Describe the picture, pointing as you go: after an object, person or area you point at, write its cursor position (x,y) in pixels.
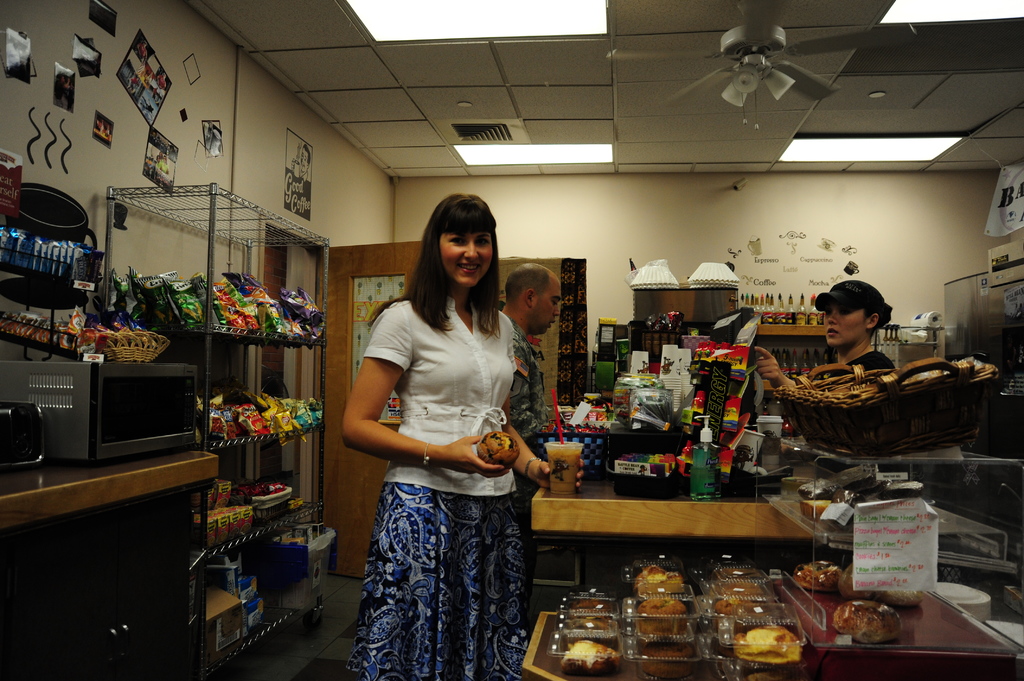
In the image in the center (480,278), we can see few people (464,392) were standing around the table (684,529) and they were holding some objects (496,439). And the front person (478,408) is smiling. On the table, we can see plastic boxes (665,555), spray bottles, banners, glasses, containers (672,396), baskets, some food items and a few other objects (694,413). In the background (493,177) there is a wall (614,213), roof (650,118), a table (132,491), fan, microwave oven (122,409), racks (320,433), lights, chip packets (256,396), boxes (241,515), spray bottles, baskets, containers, collection of photos (16,78) and a few other objects (995,313).
